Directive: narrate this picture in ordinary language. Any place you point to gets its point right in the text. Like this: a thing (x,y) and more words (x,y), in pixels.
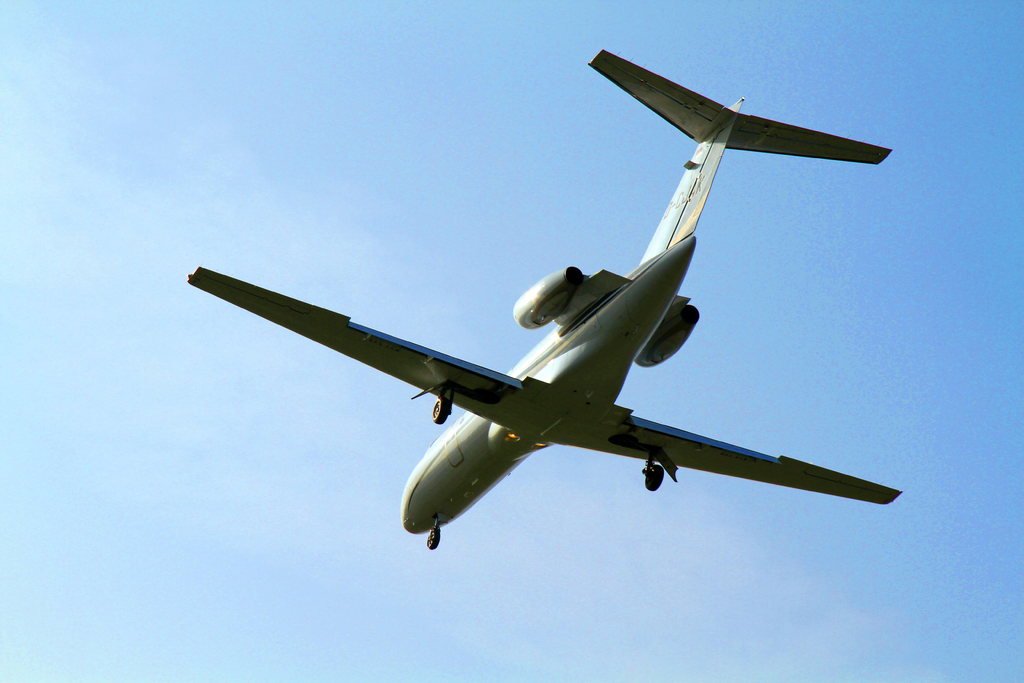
In this image we can see an airplane (422,514). In the background (297,348) there is sky (698,497).
